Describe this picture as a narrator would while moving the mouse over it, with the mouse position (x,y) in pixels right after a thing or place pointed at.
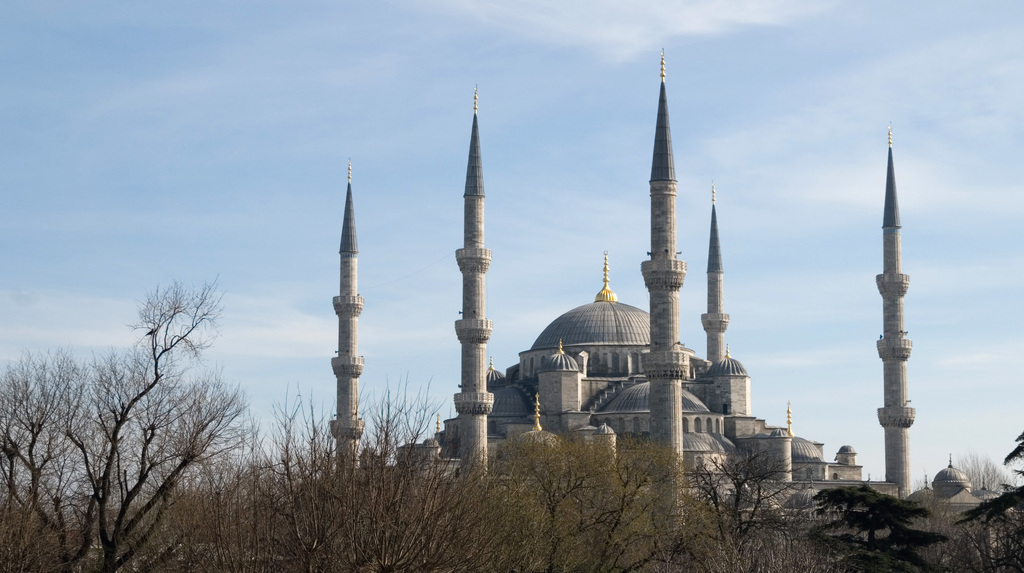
In this image we can see a building (711,425) with tower (671,149) and dome (582,309). At the bottom of the image (512,500), dry tree (321,540) are there. The sky (176,368) is in blue color.
